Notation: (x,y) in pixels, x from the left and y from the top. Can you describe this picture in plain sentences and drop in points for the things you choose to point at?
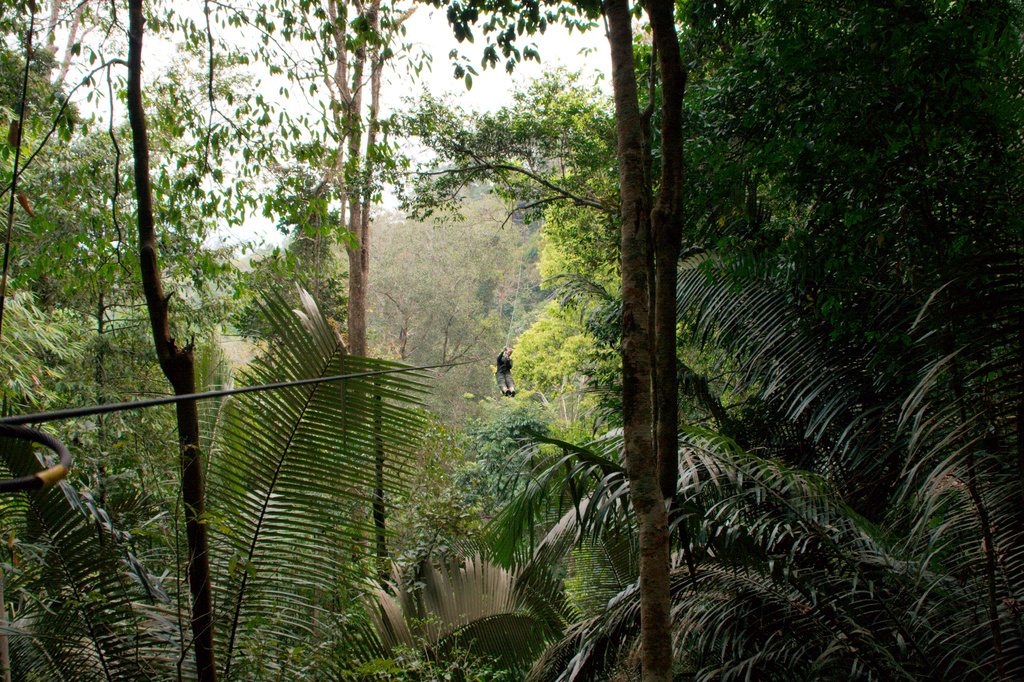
In the middle of the picture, we see a man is doing the zip-lining. There are trees (577,451) in the background (65,346). This picture might be clicked in the forest (734,508).
